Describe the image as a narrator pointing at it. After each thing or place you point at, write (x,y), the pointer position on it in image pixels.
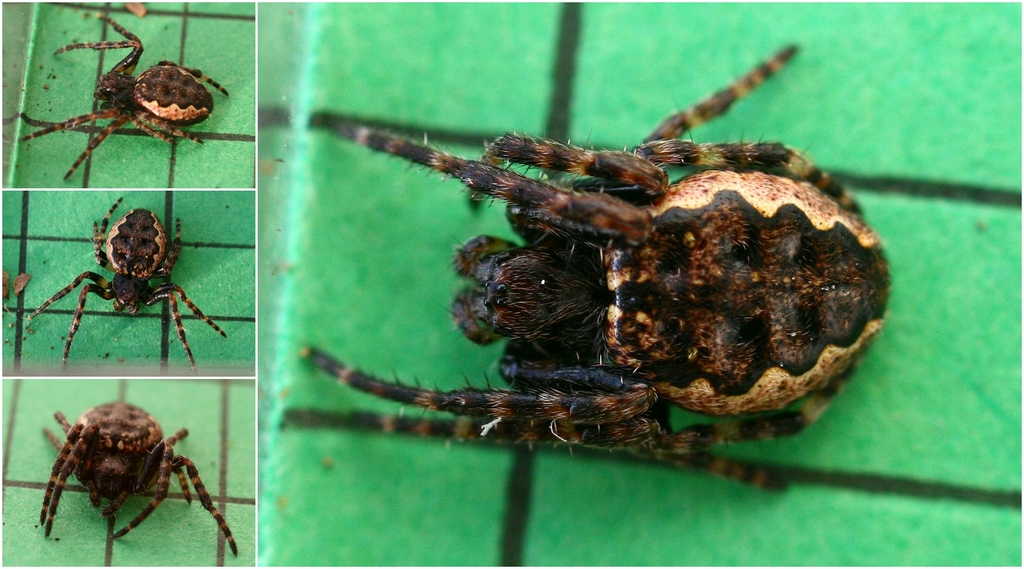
In this image we can see collages of a spider (122,283).
